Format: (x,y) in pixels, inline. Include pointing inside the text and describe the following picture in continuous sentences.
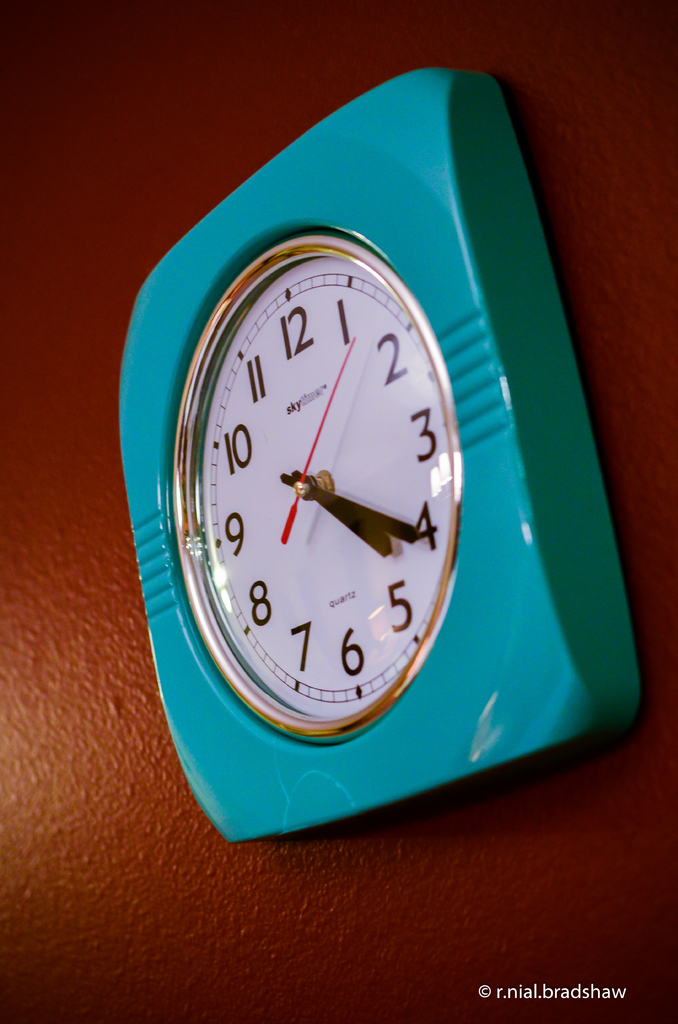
In this picture there is a wall clock (522,461) which is placed on the red wall (567,229). In that clock (419,469) I can see the long needle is shown on the four, the short one (380,548) shown near the four and the red (338,379) is showing between one and two. In the bottom right corner (557,985) there is a watermark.
